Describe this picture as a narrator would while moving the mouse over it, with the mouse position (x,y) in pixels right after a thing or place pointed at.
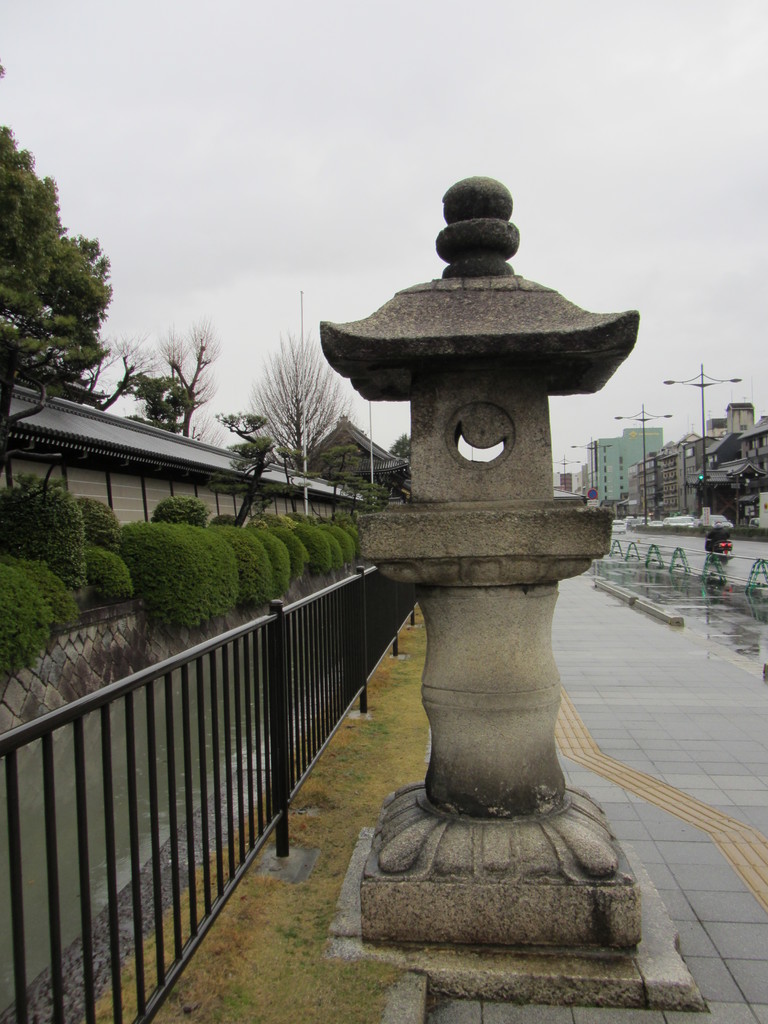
In the background (488,52) we can see the sky (412,45). In this picture we can see the buildings (718,468), lights (708,476), poles (678,383), railing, trees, road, plants (353,539) and few objects (656,617). This picture is mainly highlighted with a pillar (430,444). On the left side of the picture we can see the rooftop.
